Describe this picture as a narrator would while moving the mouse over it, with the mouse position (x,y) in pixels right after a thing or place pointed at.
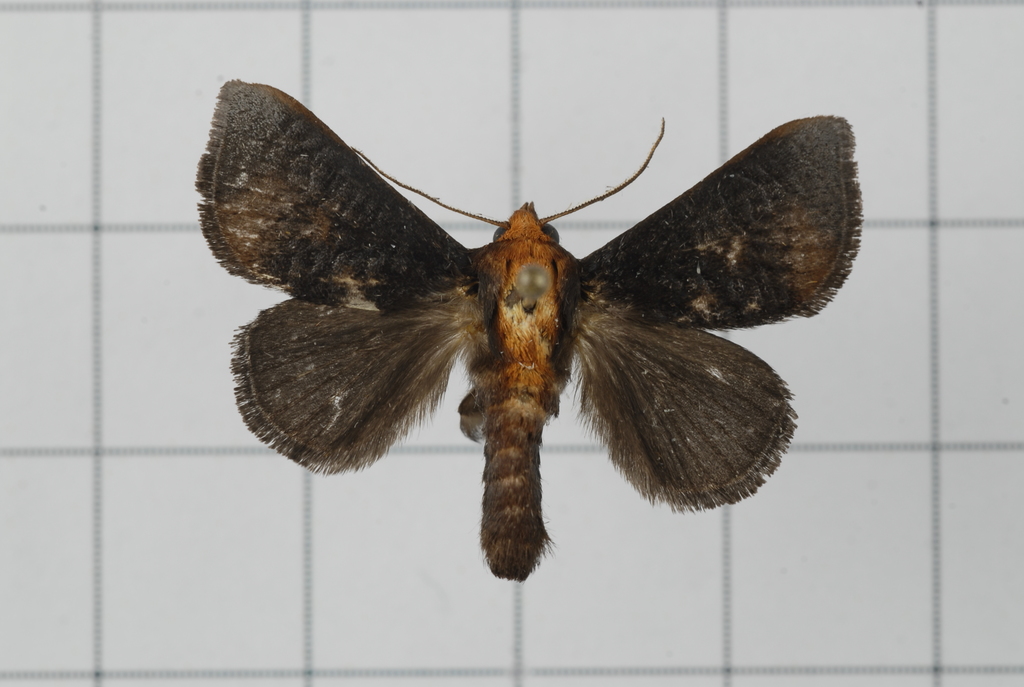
In the picture I can see an insect (434,355). The background of the image (795,506) is white in color.
